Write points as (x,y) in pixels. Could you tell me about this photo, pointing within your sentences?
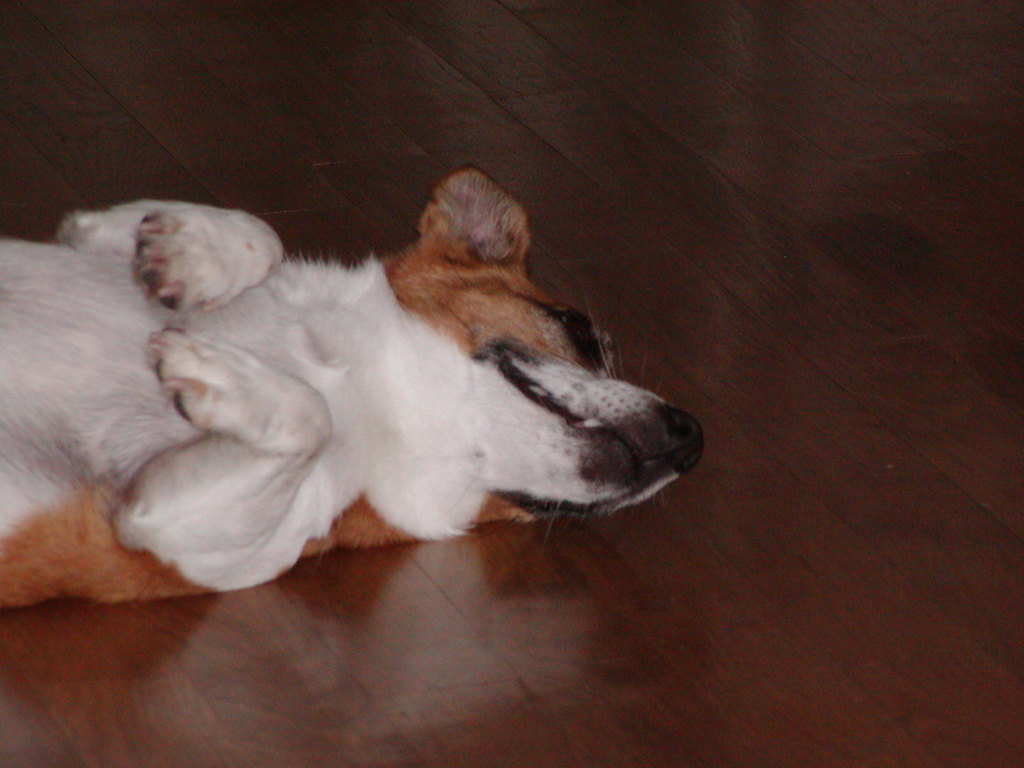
In the picture I can see a dog (278,417) on the left side of the image (64,391) which is lying on the wooden surface (71,65).
